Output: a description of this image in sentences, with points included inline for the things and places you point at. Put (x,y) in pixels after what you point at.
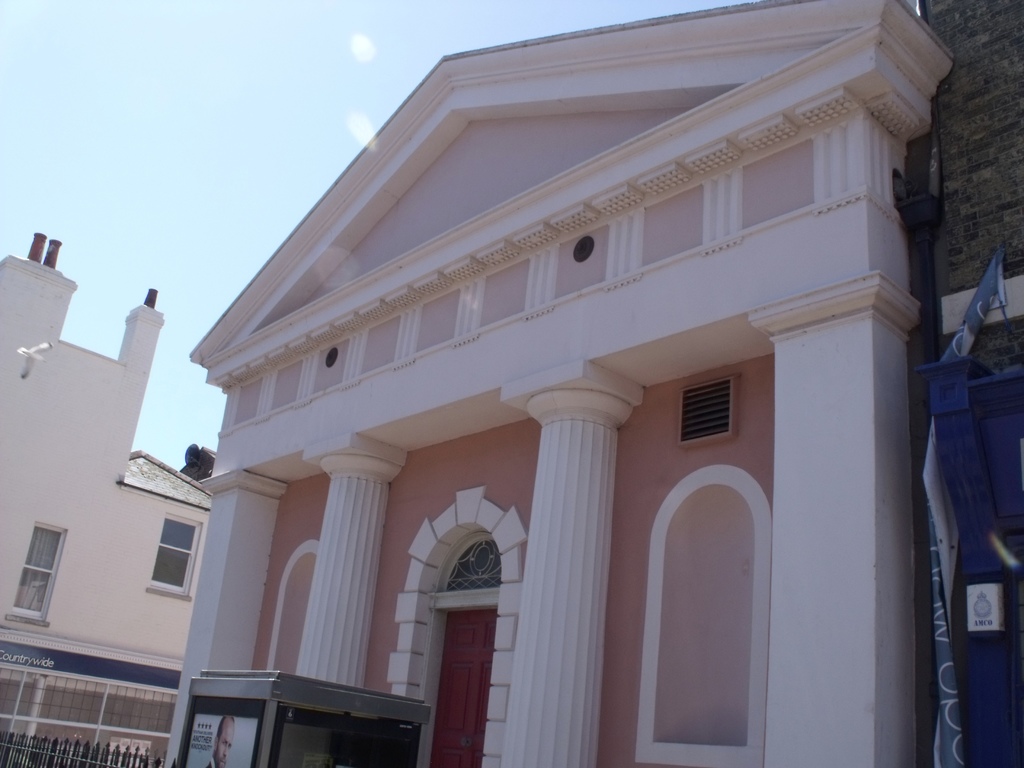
In the picture we can see a building (294,605) with two pillars (347,636) to it and a door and beside it, we can see another building (169,657) with windows (142,697) and near to it, we can see a railing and in the background (225,278) we can see a sky (278,148).
